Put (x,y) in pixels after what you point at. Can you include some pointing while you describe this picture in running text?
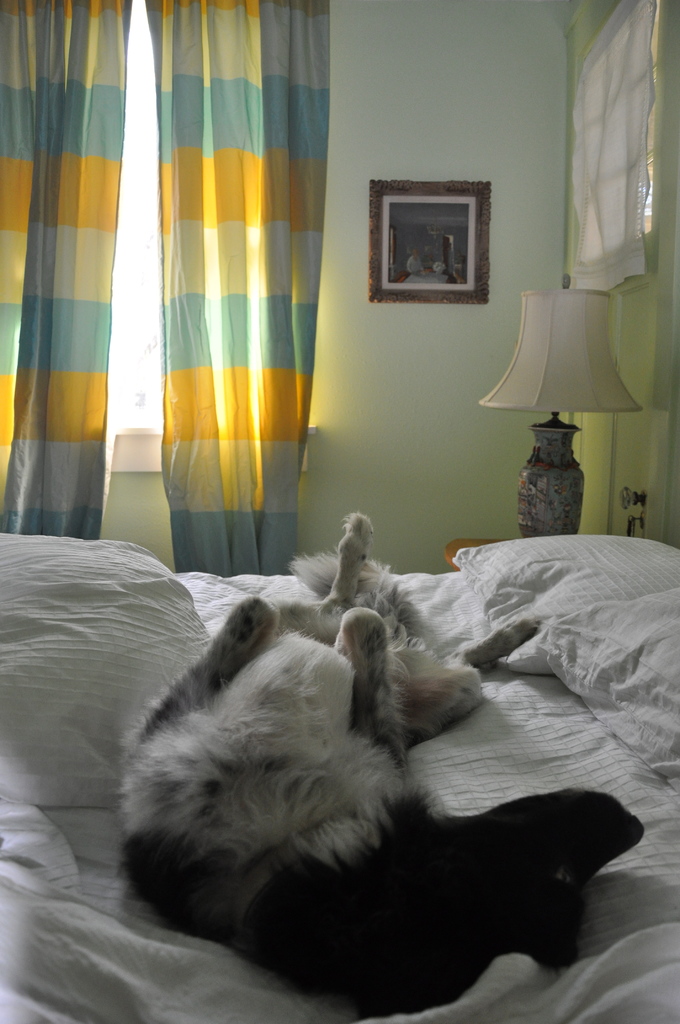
In this image I can see a dogs (350,740) on the bed (409,582). To the right (551,316) there is a lamp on the table (462,544). In the back ground (386,267) there is a frame (429,204) to the wall (378,171) and curtains (197,220) to the window (139,281).
